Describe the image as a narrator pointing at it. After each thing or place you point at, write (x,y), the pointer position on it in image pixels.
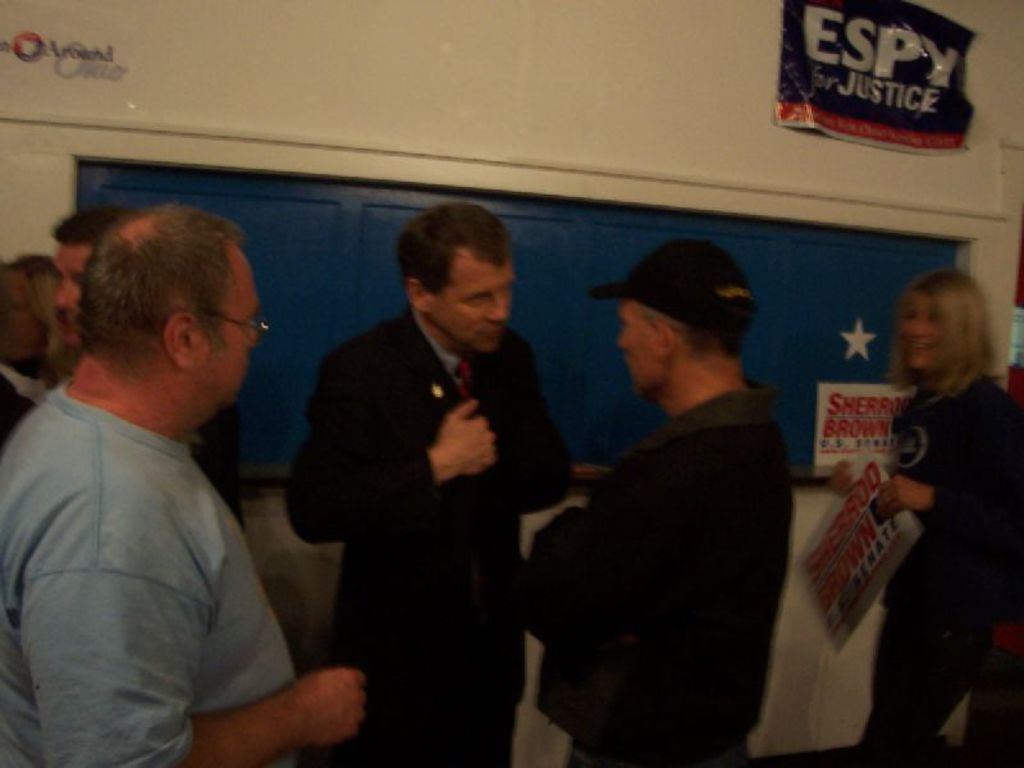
In the image there are a group of people (611,502) and some of them are talking to each other and on the right side (931,471) there is a woman (930,544) holding some sheets (907,536) in her hand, in the background (569,111) there is a wall (300,102) and in between the wall (50,176) there are some windows (606,319), there is a banner (879,77) attached to the wall (722,93) on the top right (832,68).
